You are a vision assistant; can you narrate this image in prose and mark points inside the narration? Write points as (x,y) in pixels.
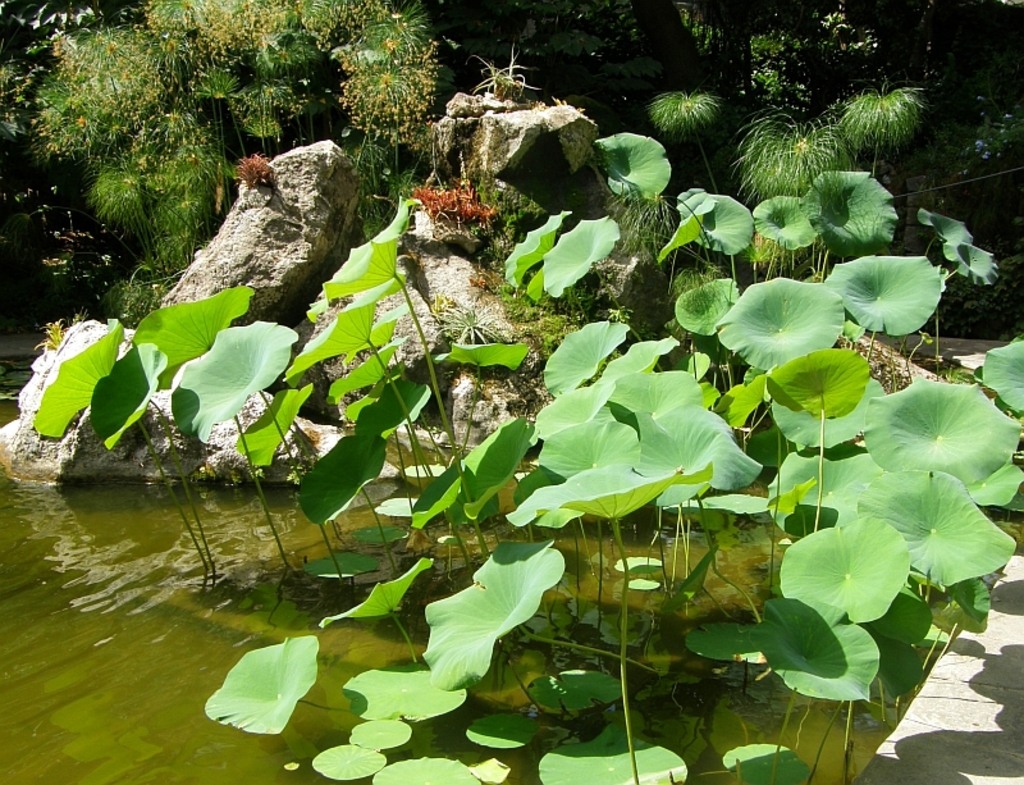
In this image, we can see some green color leaves (818,497), there is water (58,601), in the background (269,82) there are some green color plants (294,76).
